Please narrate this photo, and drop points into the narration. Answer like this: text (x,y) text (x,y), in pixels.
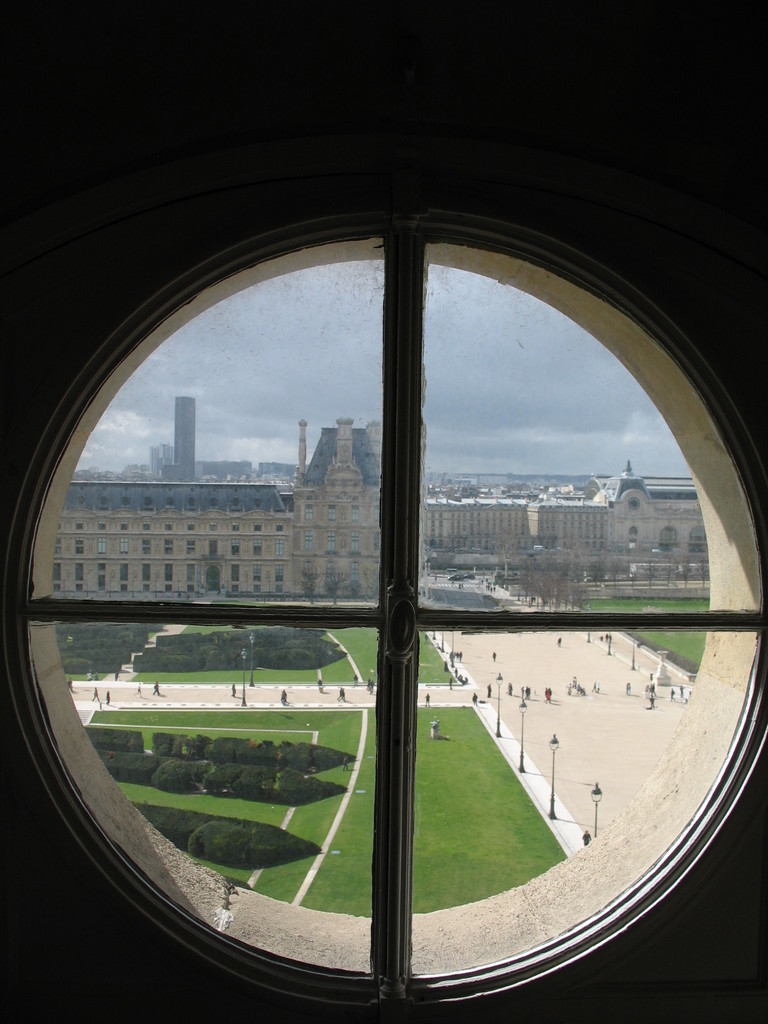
In this image we can see a window (236,886) and through the window (401,480) we can see many buildings (510,504) and trees (234,770) and also people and light poles (553,736). Sky (508,378) is also visible.
